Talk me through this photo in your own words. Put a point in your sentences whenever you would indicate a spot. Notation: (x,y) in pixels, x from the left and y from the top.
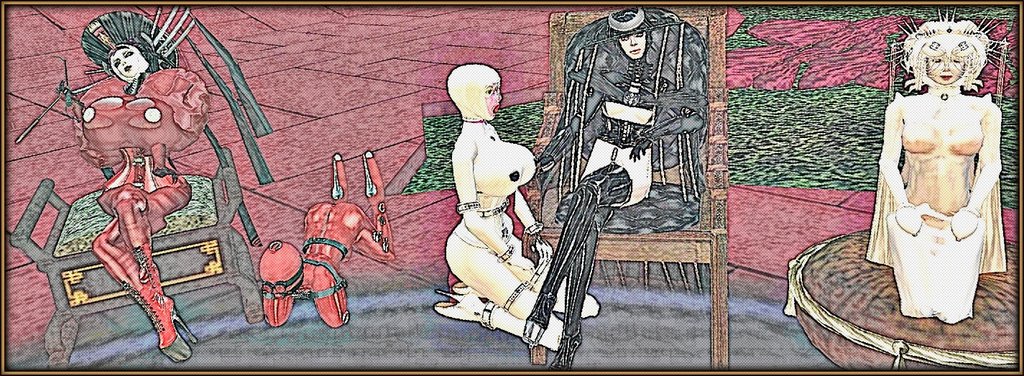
In this image we can see a painting (572,195) of a few persons (540,233), some of them are sitting on the chairs (708,242).
